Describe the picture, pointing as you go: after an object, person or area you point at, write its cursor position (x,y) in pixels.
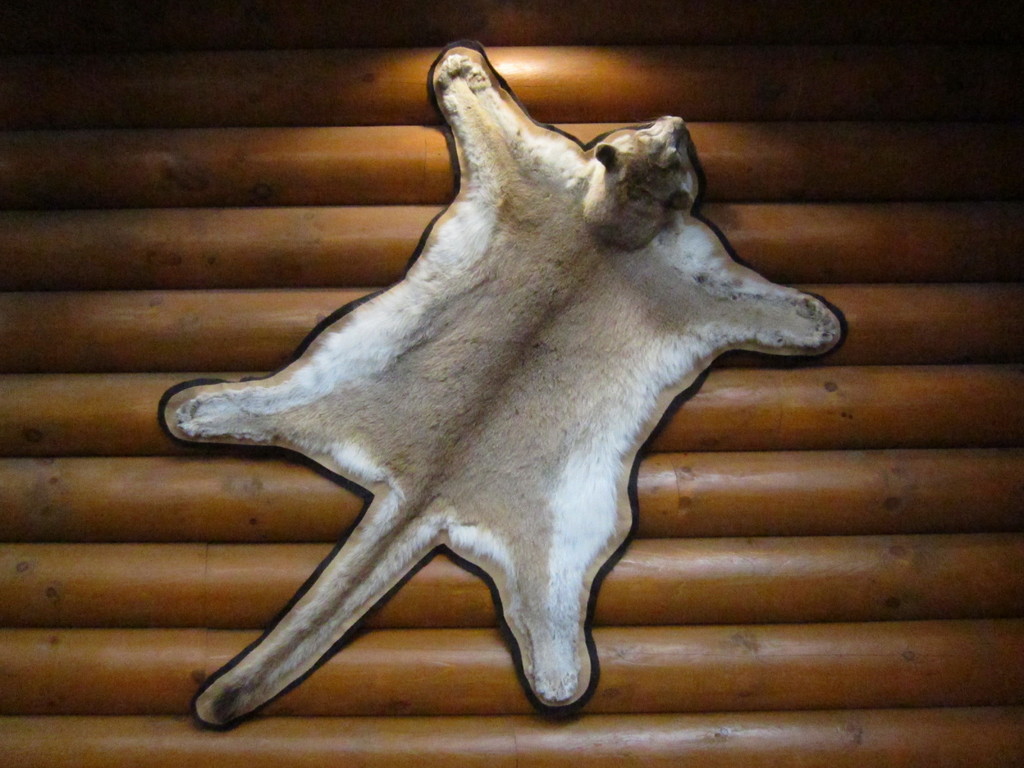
In this image we can see a skin (424,412) of a animal (524,462) on the wooden surface (799,444).
